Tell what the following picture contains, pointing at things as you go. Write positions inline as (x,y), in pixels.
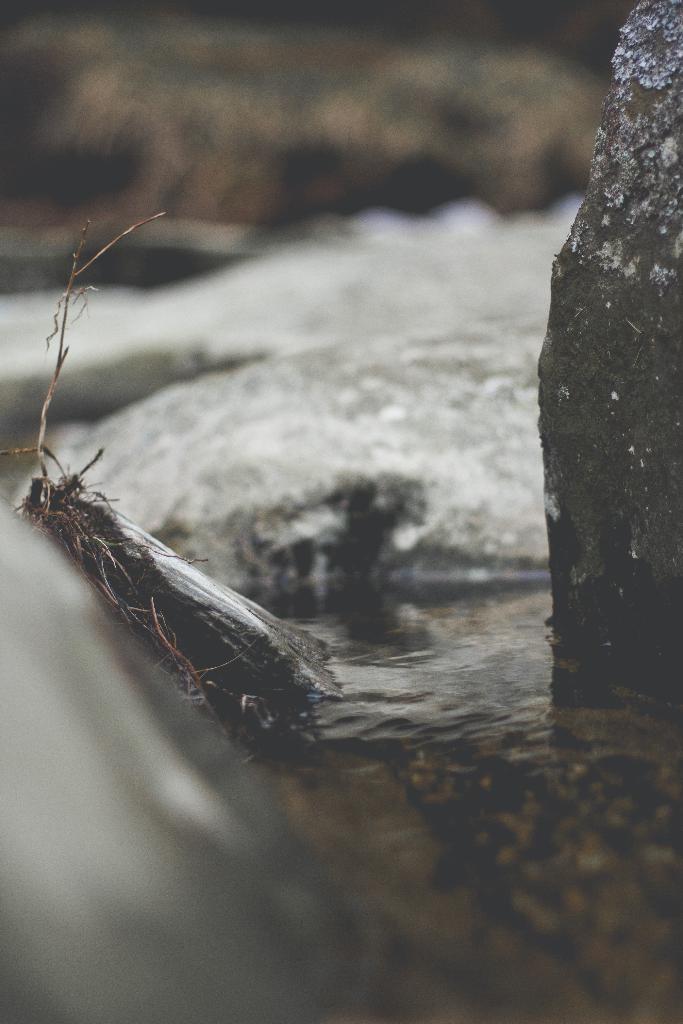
In this image we can see the water (393,648) and a rock (433,405). At the top (240,166) the image is blurred.
